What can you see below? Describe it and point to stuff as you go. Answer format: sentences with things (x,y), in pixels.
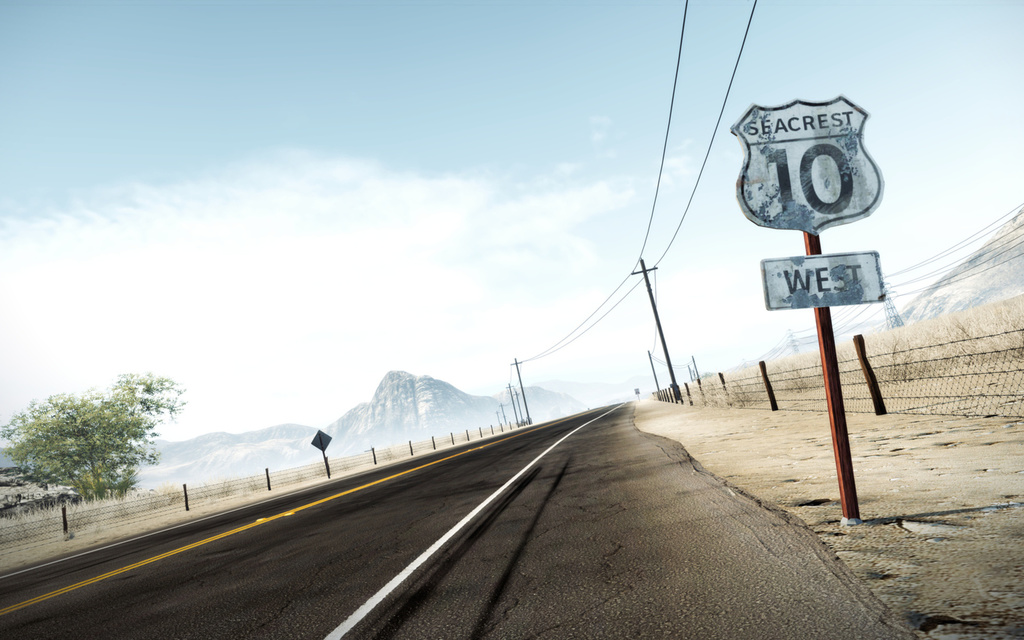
In this picture there is a road (496,530). Here we can see electric poles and wires (576,334) are connected to it. On the right (870,176) there is a sign board (783,119) near to the fencing (878,371). On the left (104,433) there is a tree (57,419). Here we can see grass (872,358). In the background (908,308) we can see many mountains (905,320). On the top (474,71) we can see sky (480,128) and clouds (290,194).
